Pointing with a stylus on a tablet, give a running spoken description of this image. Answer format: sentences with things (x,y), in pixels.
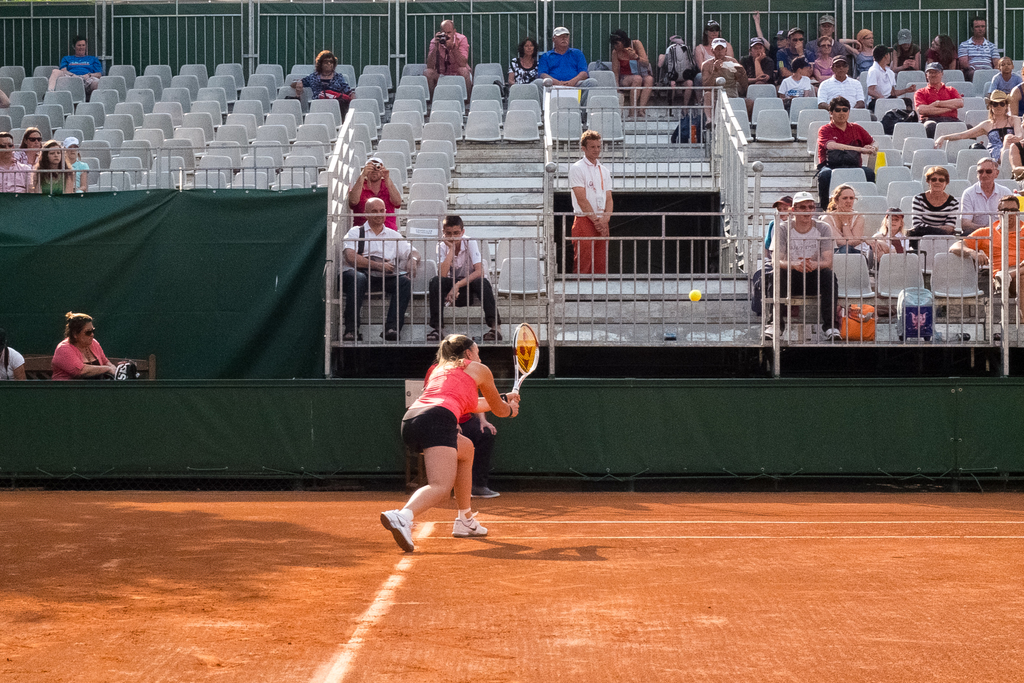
In this image there is a woman (430,469) playing tennis on a ground (502,593), in the background (608,293) there is a railing (804,302), behind the railing (434,266) there are people (584,57) sitting on chairs (400,115).
